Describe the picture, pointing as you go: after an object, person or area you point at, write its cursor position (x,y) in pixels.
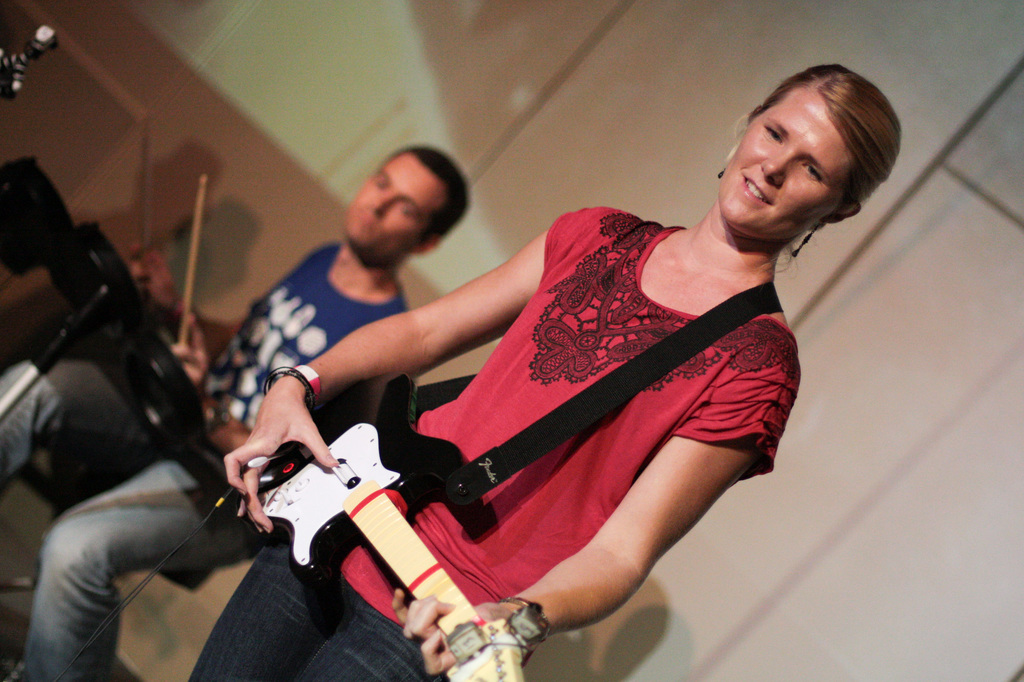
Here is a woman (519,357) playing black color guitar (360,458) wearing a bracelet (313,370) of red and white, she is smiling, she is wearing black color ear rings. We can also see a person (337,333) behind the woman (806,216) wearing blue color shirt (226,357) and playing drums (99,267) holding the sticks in his both hands (167,288). In the background (429,114) we can see a cream color wall (489,100).
